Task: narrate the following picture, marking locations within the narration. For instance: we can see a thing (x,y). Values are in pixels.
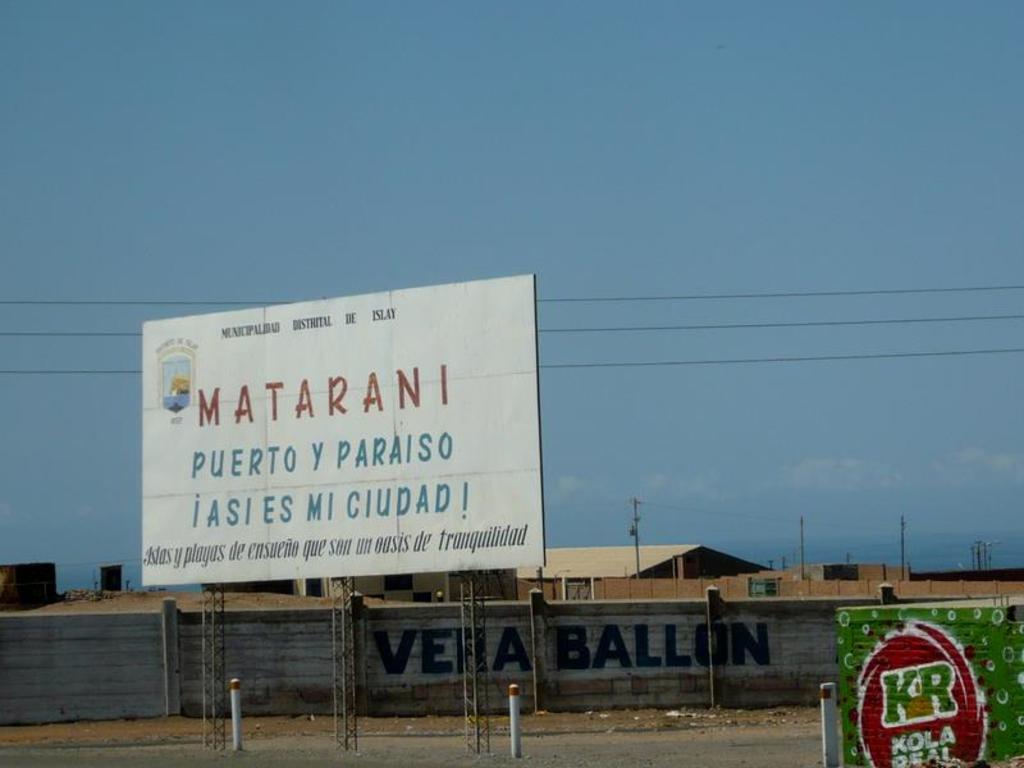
In this picture there is a poster (394,298) on the left side of the image (248,420) and there is another one on the bottom right side of the image (898,650) and there are houses (1008,579) and poles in the background area of the image (739,568).
